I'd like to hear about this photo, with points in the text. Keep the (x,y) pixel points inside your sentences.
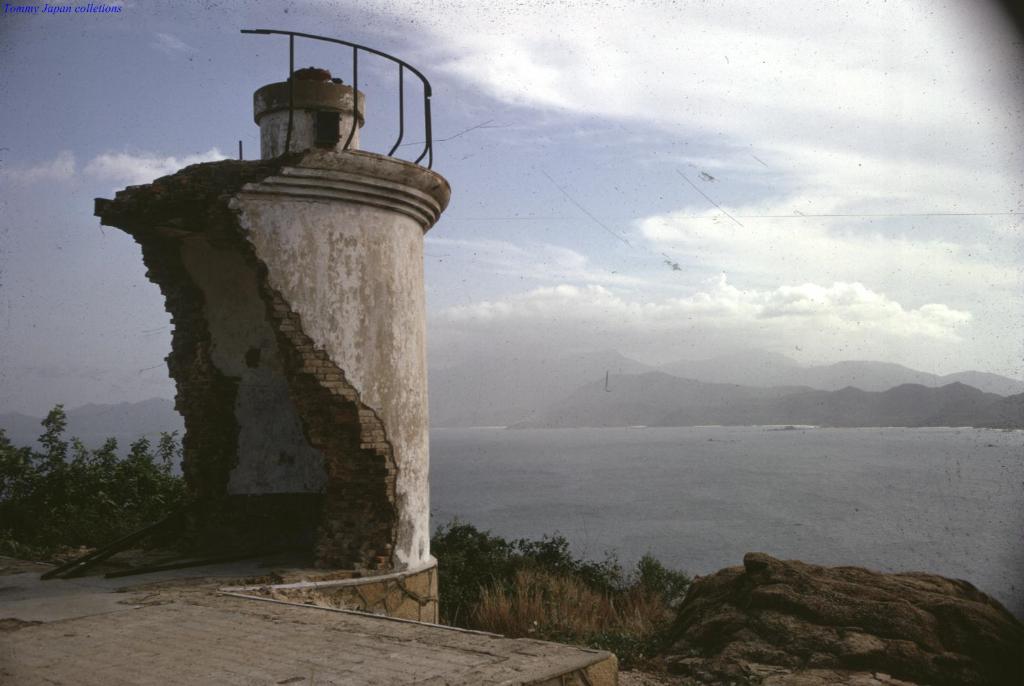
Here on the left side (291,264) we can see a tower (295,262), which is broken into half present over there and we can see plants (165,505) present all over there and we can see rock stones (814,650) present and in the front (627,561) we can see water (759,452) present all over there and we can see mountains (767,368) in the far present and we can see clouds (546,283) in sky (584,89).
